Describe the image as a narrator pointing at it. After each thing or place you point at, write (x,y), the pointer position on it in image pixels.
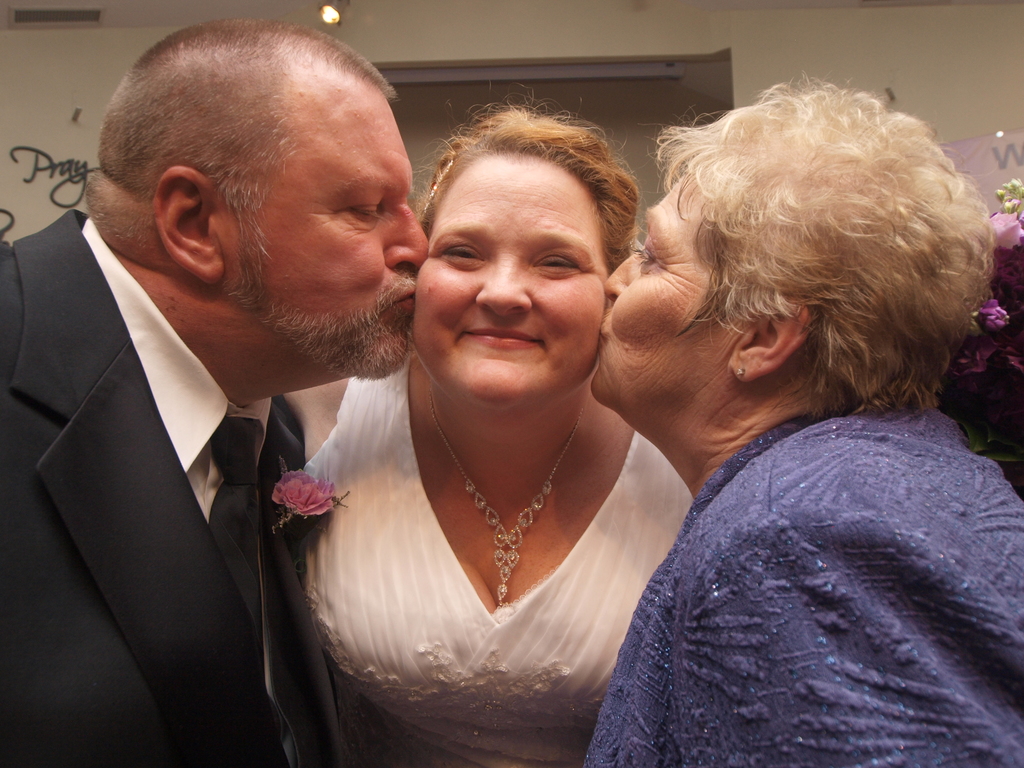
In this picture we can see three people (473,441), woman (383,490) smiling and in the background (334,19) we can see flowers (990,386), wall (778,19), light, some text (56,186).
